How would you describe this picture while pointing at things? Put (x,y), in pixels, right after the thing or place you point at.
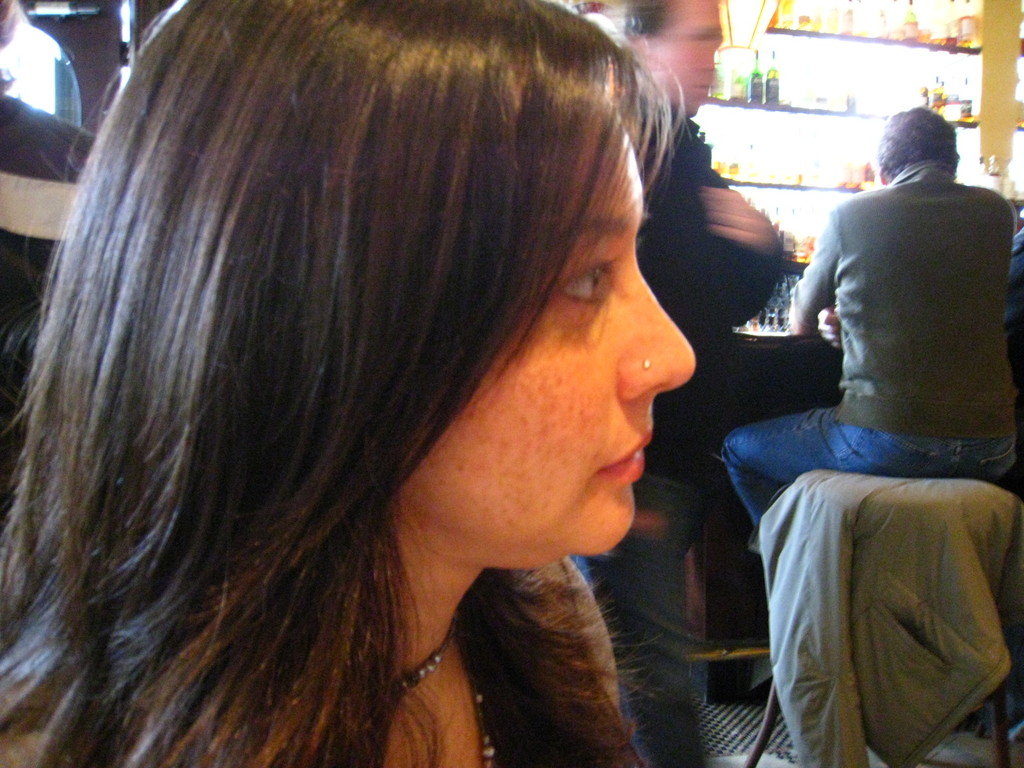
In this image I can see a woman (127,391) in the front (221,265) and in the background (659,406) I can see few men (914,449). I can also see number of bottles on the right side of this image (918,31).
